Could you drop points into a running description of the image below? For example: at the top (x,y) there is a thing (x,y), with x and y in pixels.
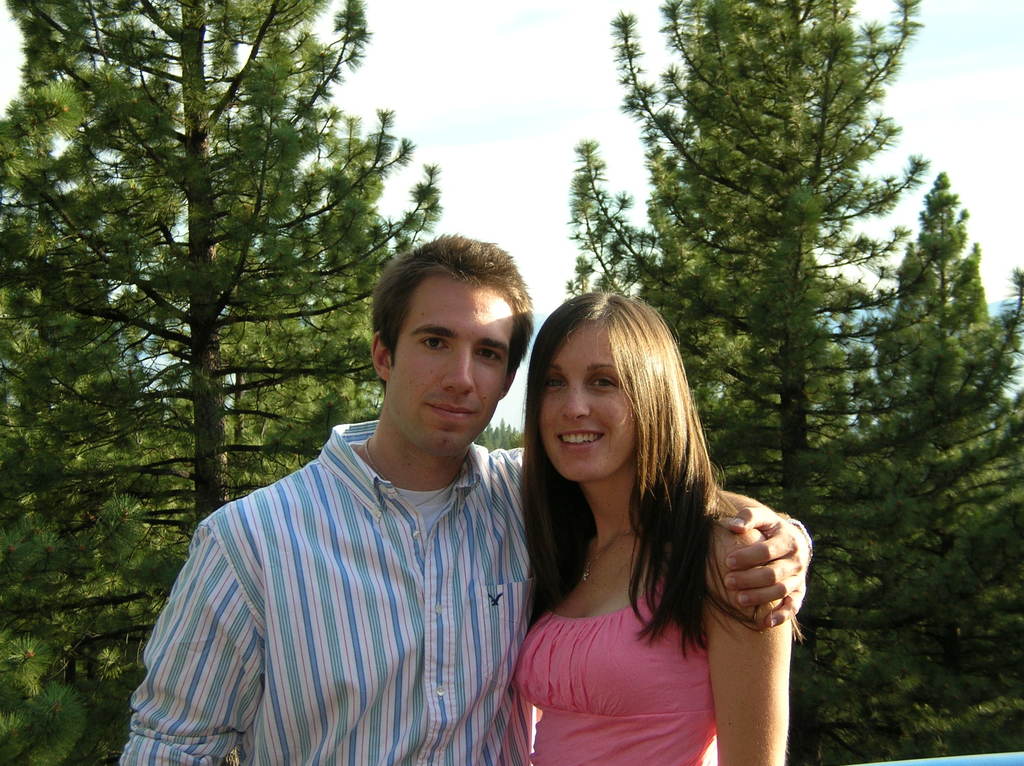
In the picture I can see a couple (628,583) standing and there are trees (661,201) behind them.
